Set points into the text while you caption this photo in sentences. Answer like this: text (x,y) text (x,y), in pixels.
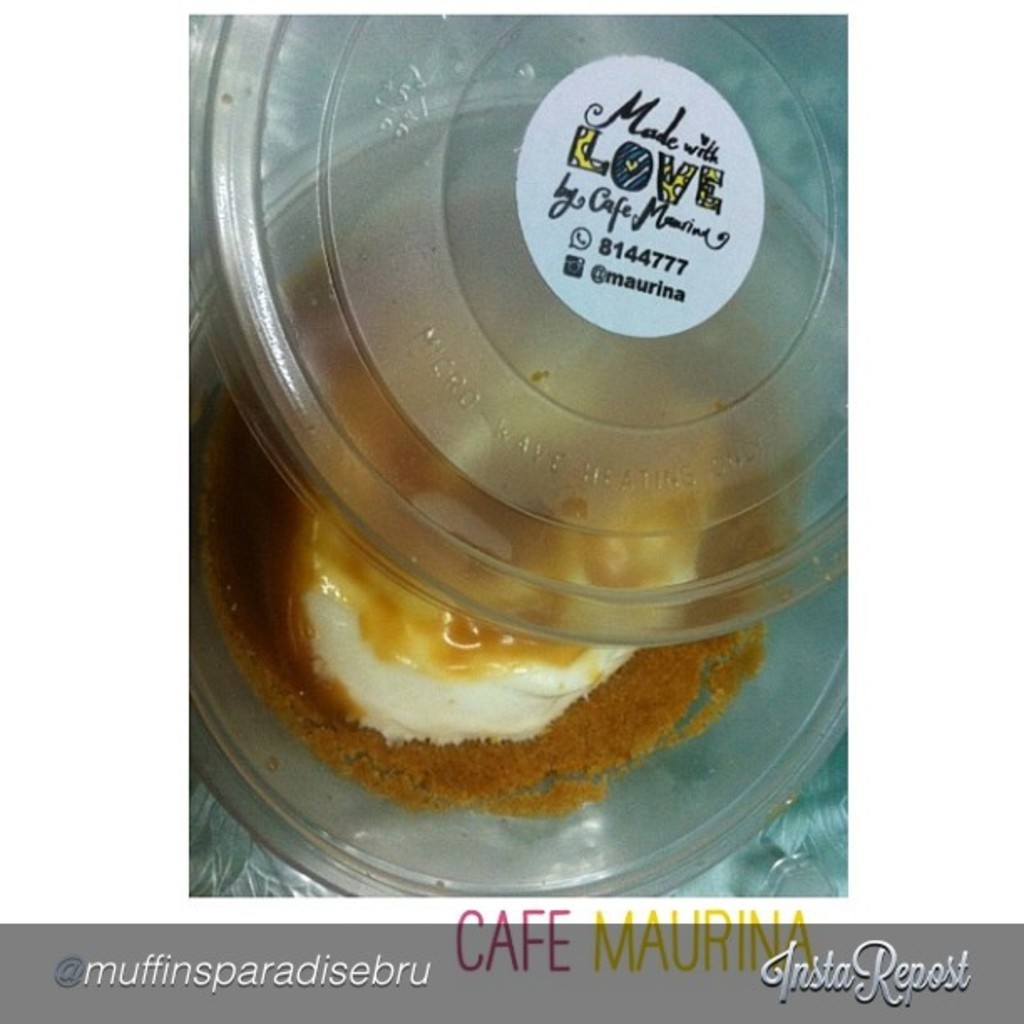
In this image there is a bowl (724,718) having some food (420,739) in it. Top of it there is a lid (595,345) having a label (686,165) attached to it. Bottom of image (71,961) there is some text (887,991).
